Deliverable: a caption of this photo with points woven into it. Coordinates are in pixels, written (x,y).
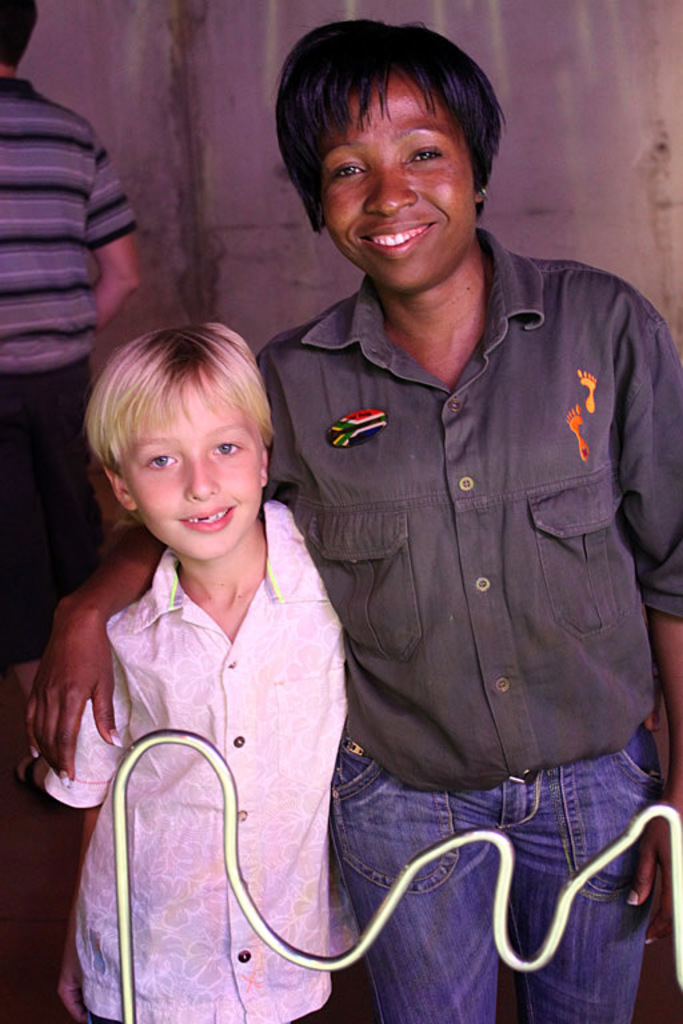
In this image, we can see people (381,319) standing and smiling and one of them is wearing a badge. In the background (122,195), there is another person (91,188) and we can see a wall (561,59). At the bottom (124,865), we can see a spring rod (121,850).
